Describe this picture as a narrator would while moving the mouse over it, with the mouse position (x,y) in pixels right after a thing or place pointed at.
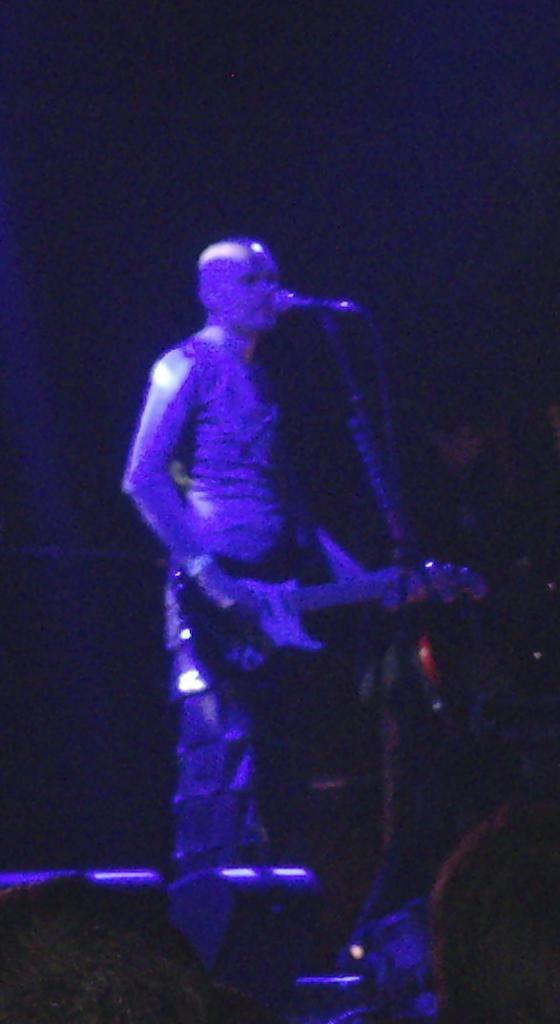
In this image we can see a person (169,636) standing on the stage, playing guitar (263,629) and there is a microphone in front of him.
